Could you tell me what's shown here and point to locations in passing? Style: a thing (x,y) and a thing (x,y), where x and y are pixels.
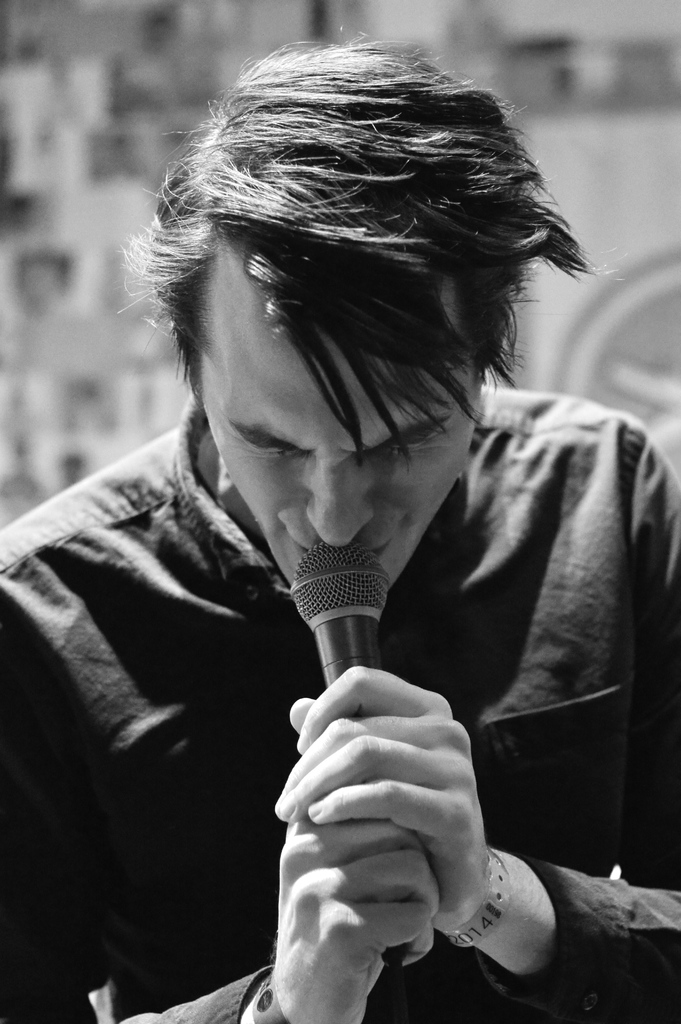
In this picture we can see man (370,490) holding mic (333,635) in his hand (357,667) and singing and the background it is blurry.
